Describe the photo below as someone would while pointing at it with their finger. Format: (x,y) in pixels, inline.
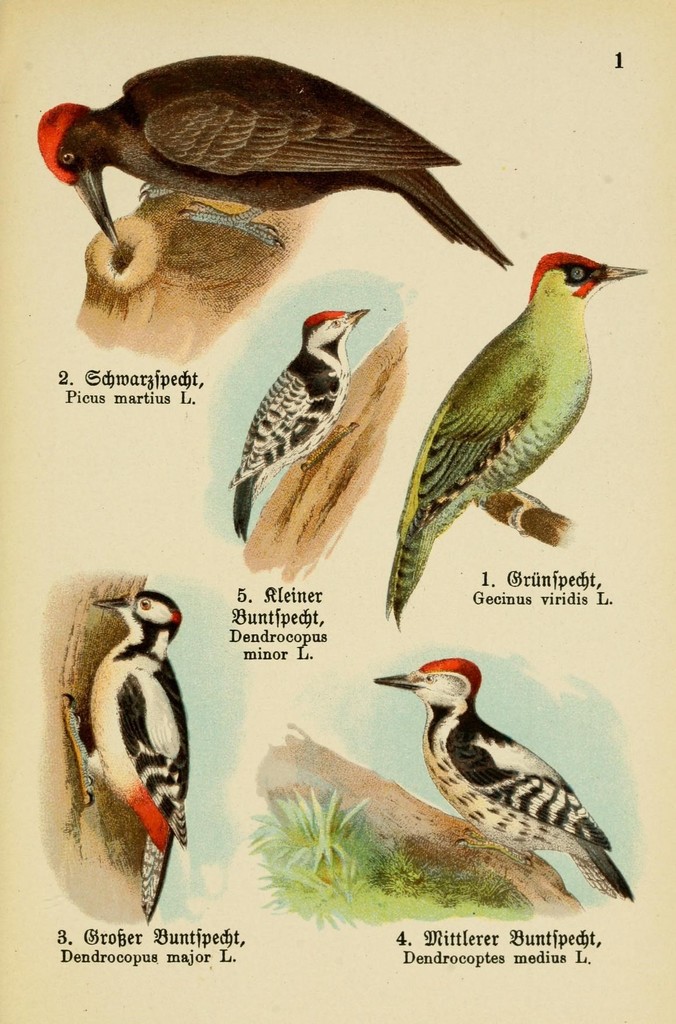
In this image we can see a poster (254,448) on which there are some different types and colors of birds (276,243) which are on the branches (127,882) of trees (117,881).
